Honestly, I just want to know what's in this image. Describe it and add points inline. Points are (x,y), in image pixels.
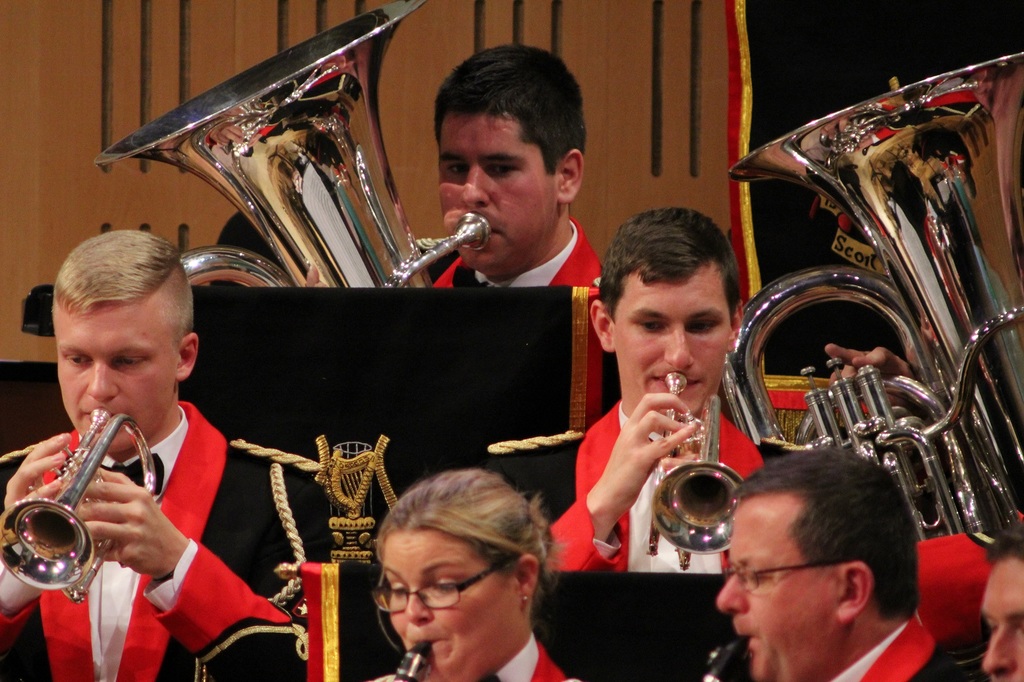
In this image, we can see a group of people (403,644) sitting and playing a musical instrument (58,546). In the background (591,51), we can see a wood wall (577,62). On the right side (797,62), we can see a black color curtain (836,18).
